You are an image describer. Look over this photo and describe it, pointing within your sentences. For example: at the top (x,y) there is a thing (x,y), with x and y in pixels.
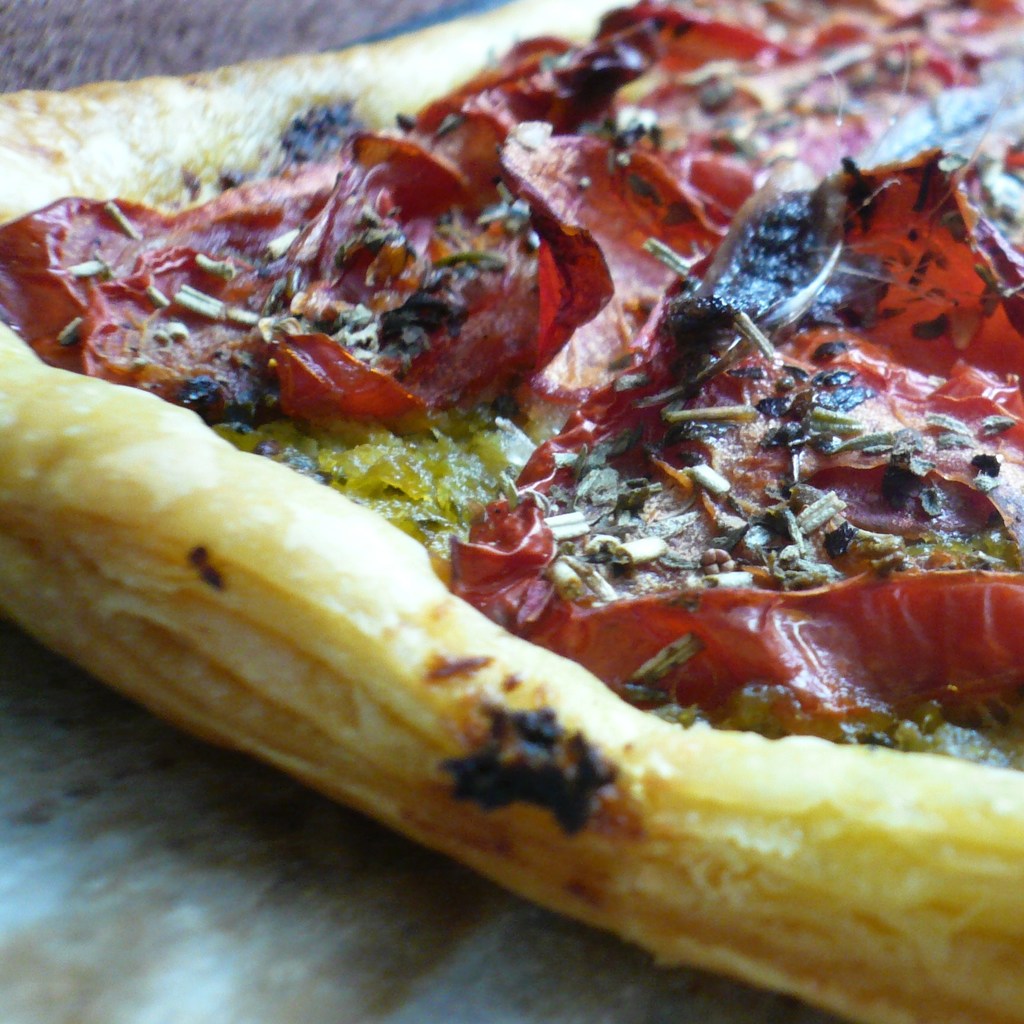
In this image I can see a food item (617,423). Food (450,616) is in brown, red and green color.
